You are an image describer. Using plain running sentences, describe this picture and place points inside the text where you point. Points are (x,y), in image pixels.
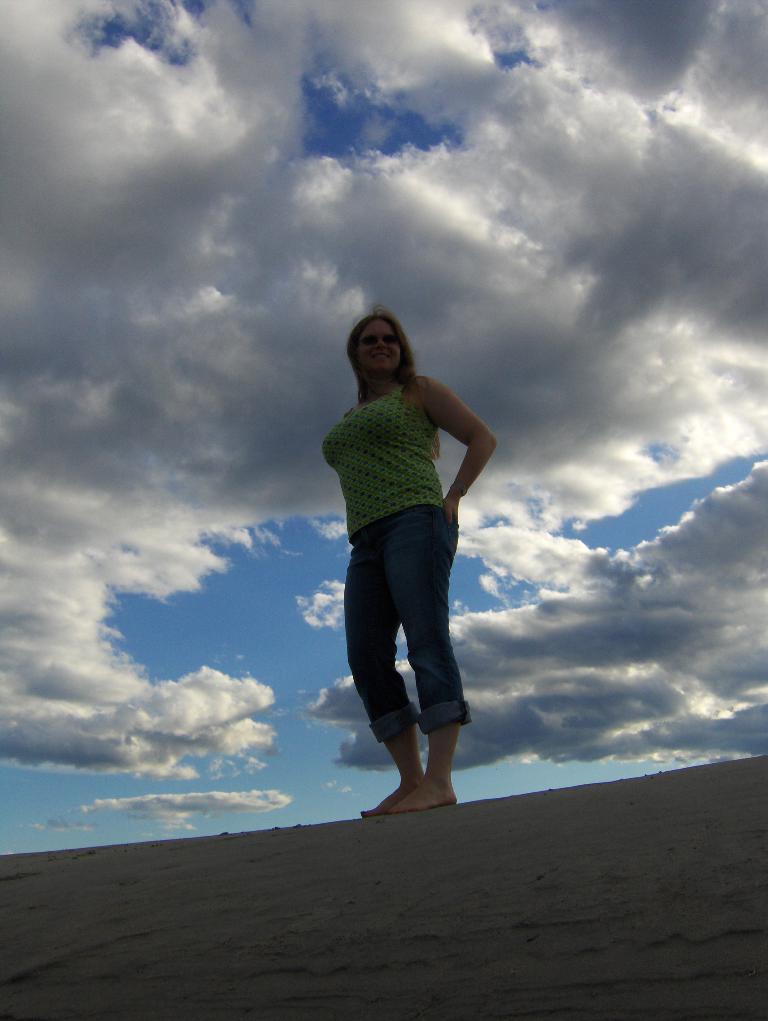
This picture is clicked outside. In a center there is a woman (363,411) wearing t-shirt (413,463) and standing on the ground (527,886). In the background (558,354) we can see the sky (391,289) which is full of clouds (594,423).
